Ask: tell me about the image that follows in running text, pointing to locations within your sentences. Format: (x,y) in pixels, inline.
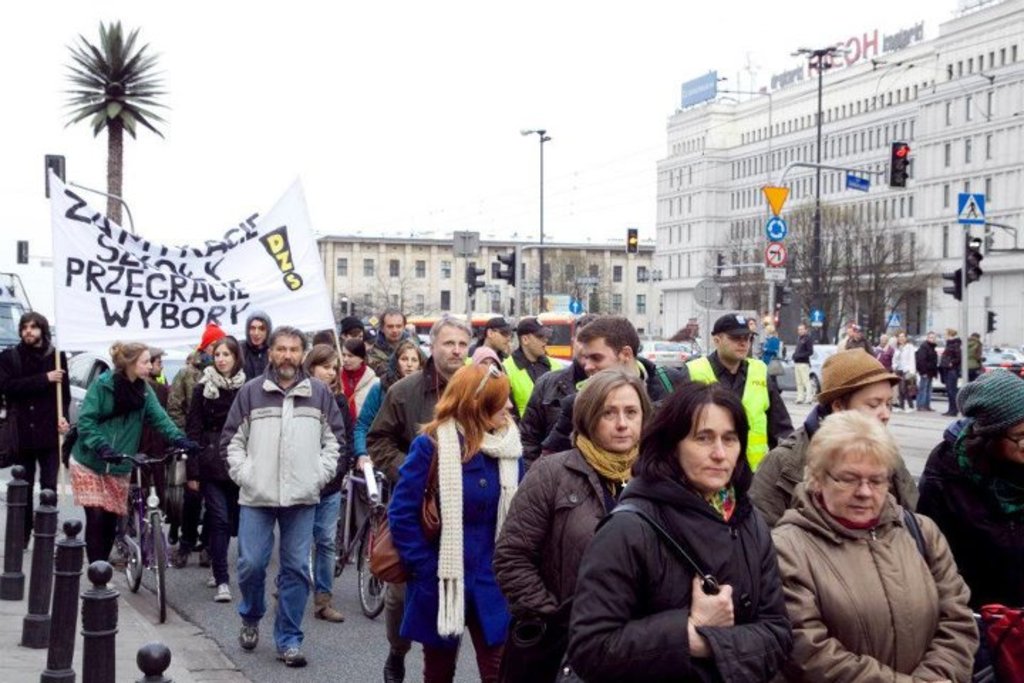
On the left side (40,575), there are poles (61,559) on a footpath (133,659). On the right side (861,633), there are persons (845,378) in different color dresses (274,437) on the road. Some of them are holding bicycles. Some of the rest are holding a banner (186,331). In the background (996,320), there are vehicles (179,358), trees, persons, buildings (846,72) and the sky (528,42).
